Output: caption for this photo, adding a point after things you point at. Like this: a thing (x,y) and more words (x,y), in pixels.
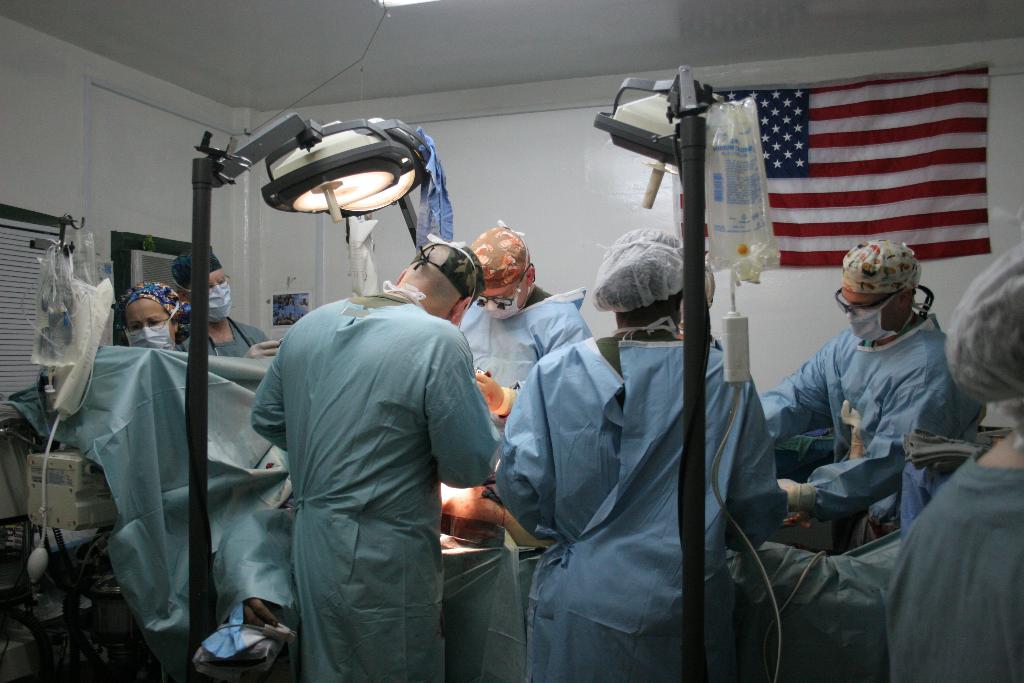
In this image, we can see people (356,387) wearing masks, coats (341,327) and caps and some are holding objects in their hands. In the background (834,215), there are lights (327,153) with stands (232,166) and we can see some packets (79,313) and a bottle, machines (89,492), wires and some other objects (375,285) and there is a flag (842,96) on the wall (491,154). At the top (513,19), there is a ceiling (513,19).
